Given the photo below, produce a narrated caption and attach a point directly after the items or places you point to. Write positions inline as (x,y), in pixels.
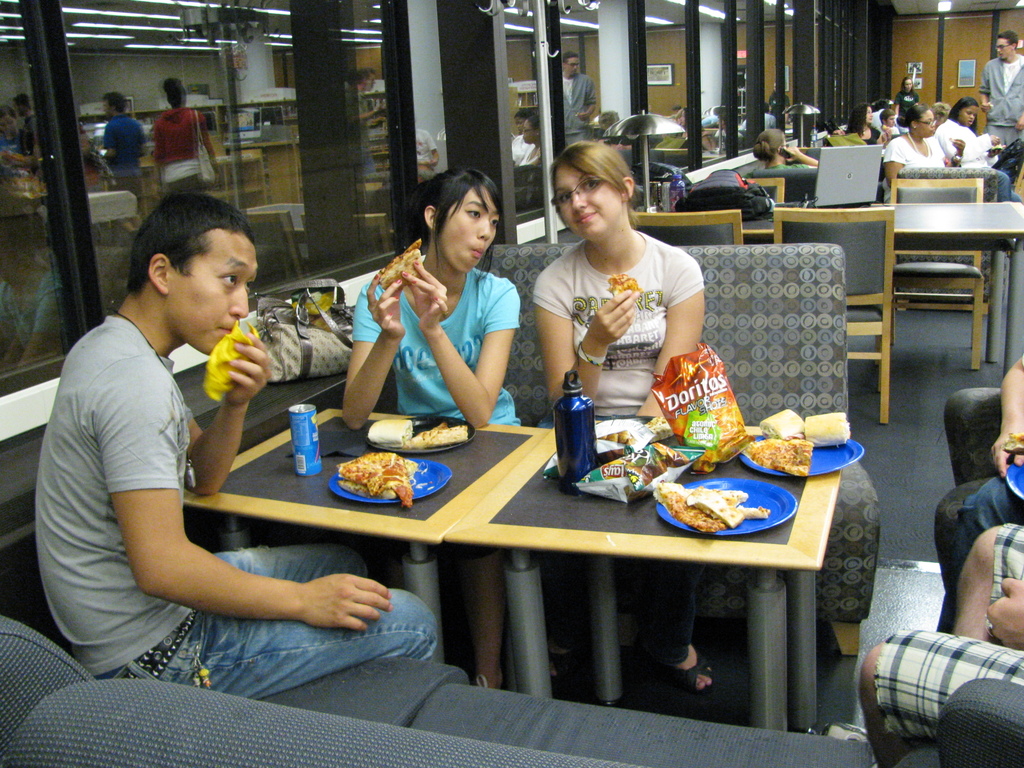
In this image I can see three people (623,349) are sitting on the sofa (417,699) around the table (467,506). On the table (481,506) there are some food items (650,433), plate (430,478) coke-tin (315,423) and bottles (565,425). This is an image clicked inside the hall (914,466). In the background (907,219) there are few more tables (907,206) and persons (905,145) sitting on the chairs (923,177). There is one laptop (843,171) and one bag (753,201) is there on one table (924,208).
